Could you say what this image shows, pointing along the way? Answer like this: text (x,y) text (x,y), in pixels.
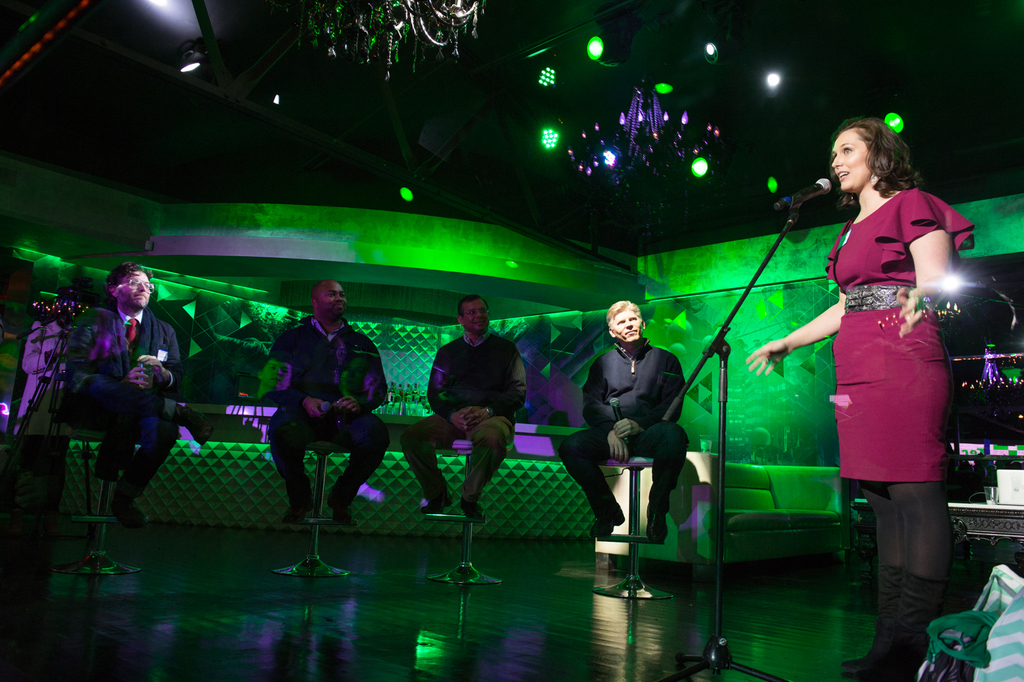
On the right side of the image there is a person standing in front of the mike (717,616). There are people (494,439) sitting on the chairs (78,437). At the bottom of the image (417,628) there is a floor (380,653). On the right side of the image (998,639) there is some object (949,645). On top of the image (656,129) there are chandeliers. There are lights (601,49). In the background of the image (674,520) there is a sofa (725,507). There are few bottle (401,399) on the platform (399,436).
